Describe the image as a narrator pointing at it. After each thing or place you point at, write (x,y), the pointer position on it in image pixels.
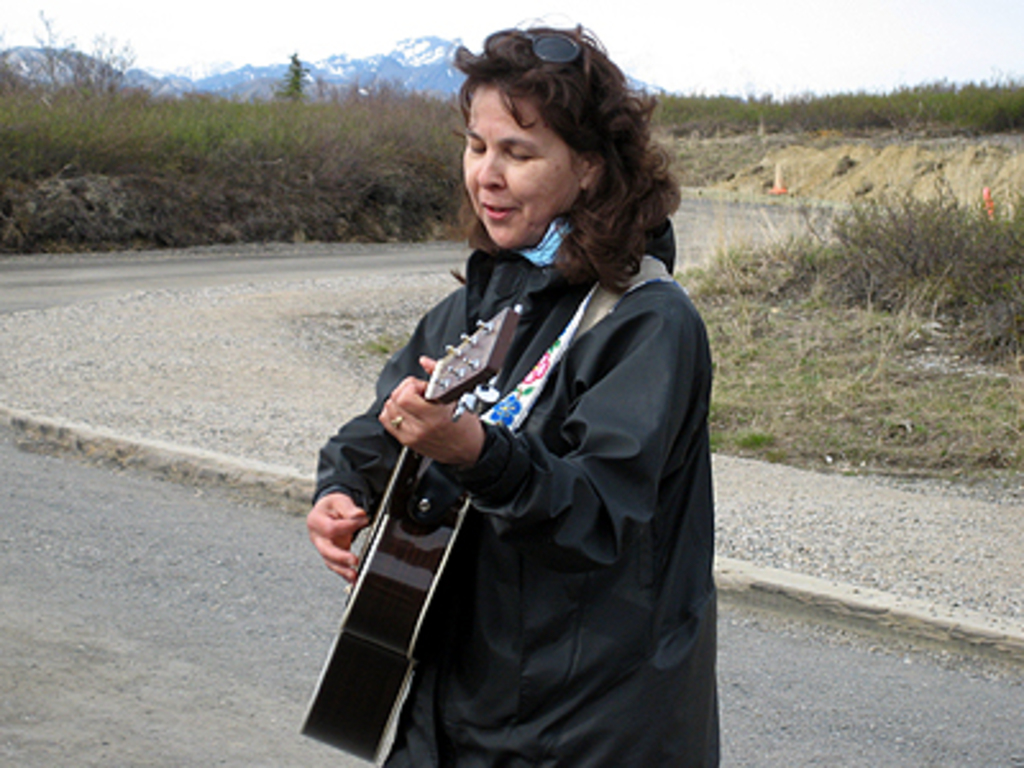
This picture might be taken from outside of the city. In this image, in the middle (664,301), we can see a woman (609,358) standing and playing a guitar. In the background (31,96), we can see some trees (69,122), mountains (51,54). At the top (720,26), we can see a sky (270,6), at the bottom (901,532), we can see some plants (715,331) and a land (358,349) with some stones (39,596).
